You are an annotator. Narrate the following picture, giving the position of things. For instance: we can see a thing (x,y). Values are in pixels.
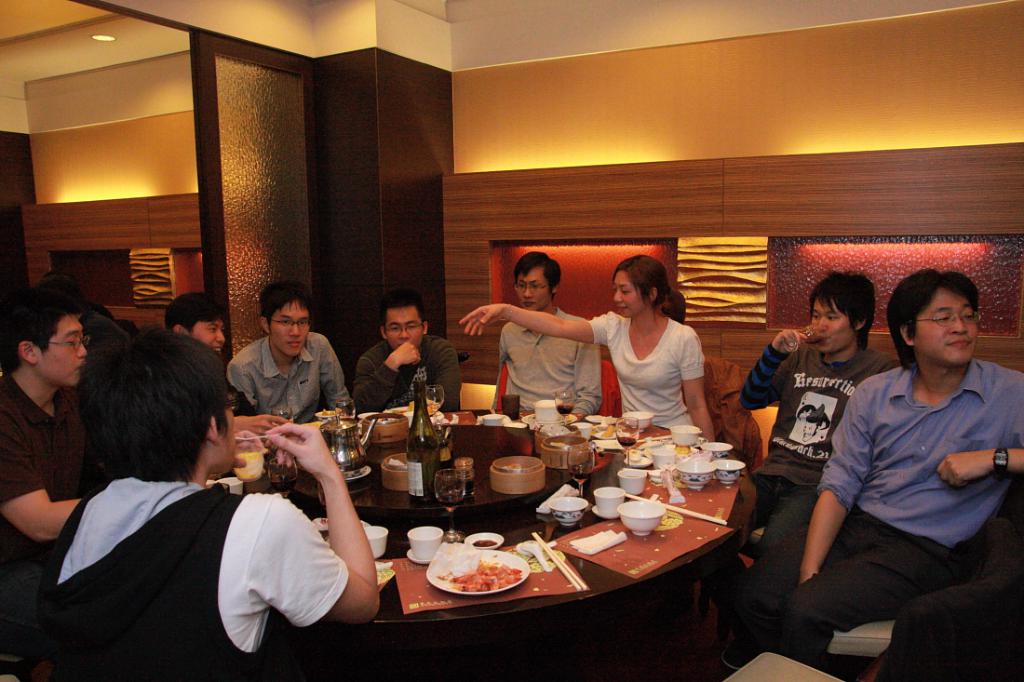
in the image we can see group of people (583,334) were sitting on the chair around the table (576,524). On table (596,522) we can see some food items (504,580). And some more objects (517,567) like plate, cup (429,548), wine glass (448,486), bottle (428,444) etc. And back we can see the wall (664,187).
